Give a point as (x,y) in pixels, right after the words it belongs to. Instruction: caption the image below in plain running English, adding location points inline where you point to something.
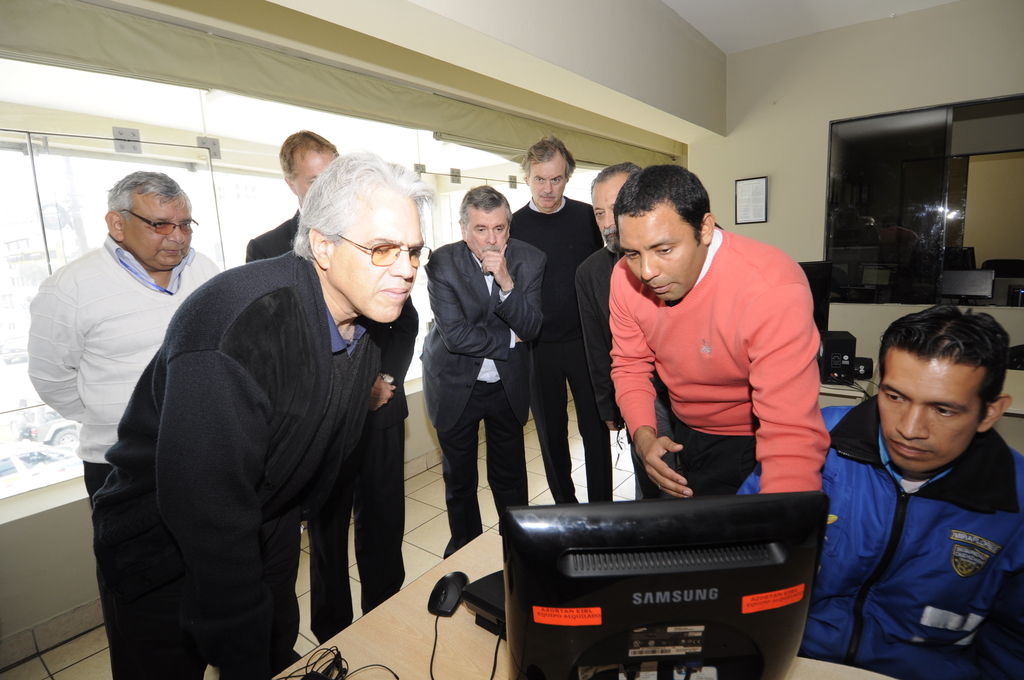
This picture is clicked inside the room (541,598). In the foreground (479,605) we can see a monitor (545,620), mouse (436,638) and some other objects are placed on the top of the table (439,655) and we can see a person (924,476) sitting and we can see the group of persons (712,340) standing on the floor (538,454). In the background (741,182) we can see an object (740,192) hanging on the wall (824,55) and we can see the windows (17,89), window blinds (41,59), roof (751,16) and many other objects (1012,294).
